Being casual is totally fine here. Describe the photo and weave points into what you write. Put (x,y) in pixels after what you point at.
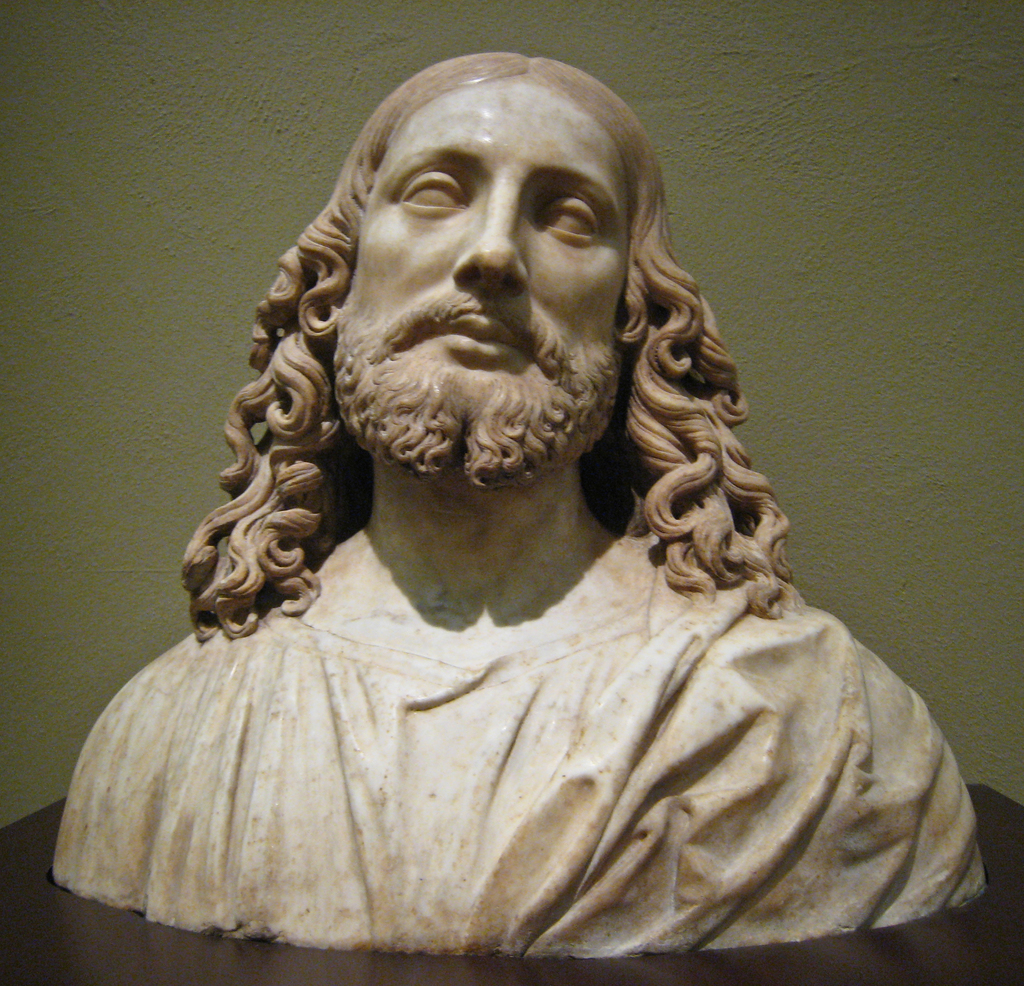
In the center of the picture (548,394) there is a statue (596,558). In the background (73,91) it is wall (897,376).
